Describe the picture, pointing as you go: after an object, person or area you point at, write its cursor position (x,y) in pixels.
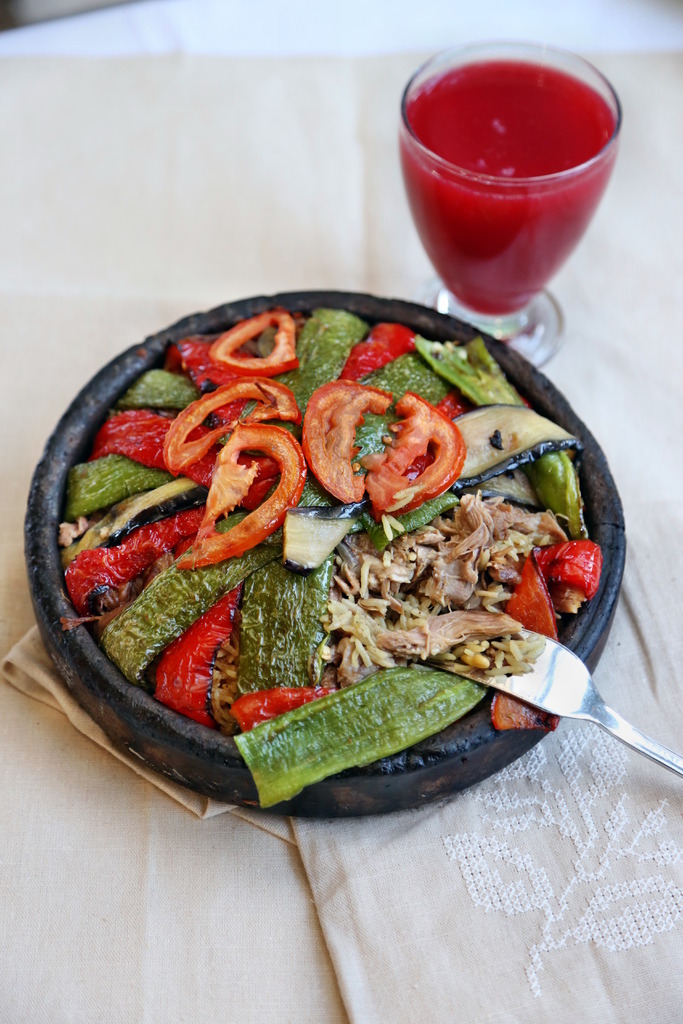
In the image there is a plate (506,641) with rice (416,598) and meat (372,573) and fork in it, it consists of tomato (389,514) and some veggies (155,466), beside it there is a fruit juice glass (521,136) on a table (682,67).
